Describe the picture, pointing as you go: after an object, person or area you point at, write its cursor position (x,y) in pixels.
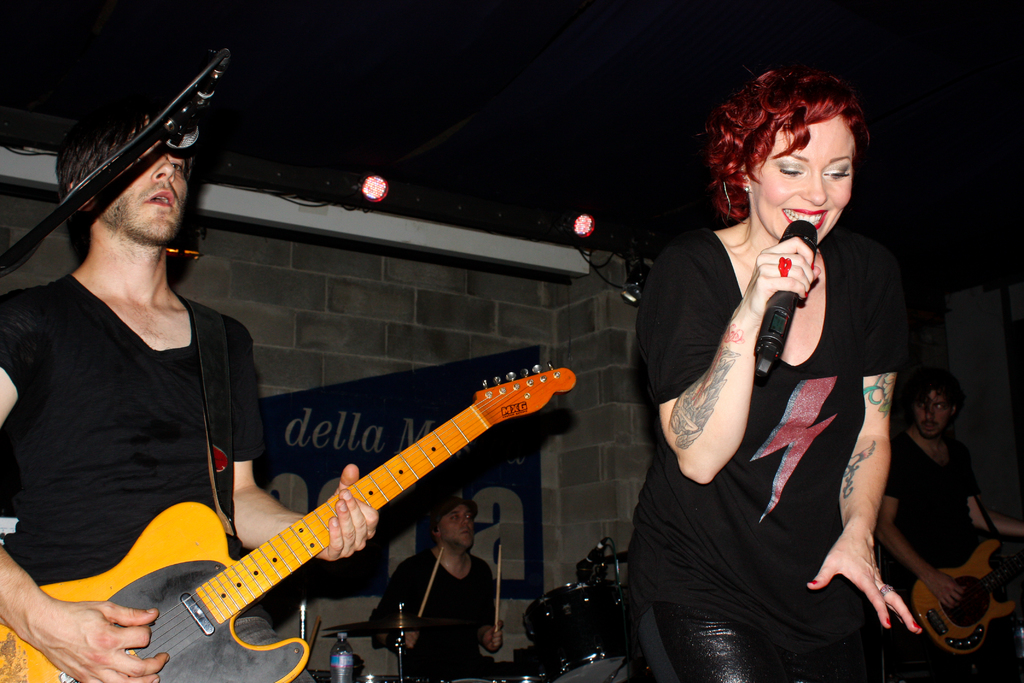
In this picture we can see three men (67,518) and one woman (866,444) where three men (416,575) are playing guitars (264,577) and drums (531,614) and here woman (791,142) holding mic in her hand (765,283) and singing and in the background (541,330) we can see wall (279,275), light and it is dark.
